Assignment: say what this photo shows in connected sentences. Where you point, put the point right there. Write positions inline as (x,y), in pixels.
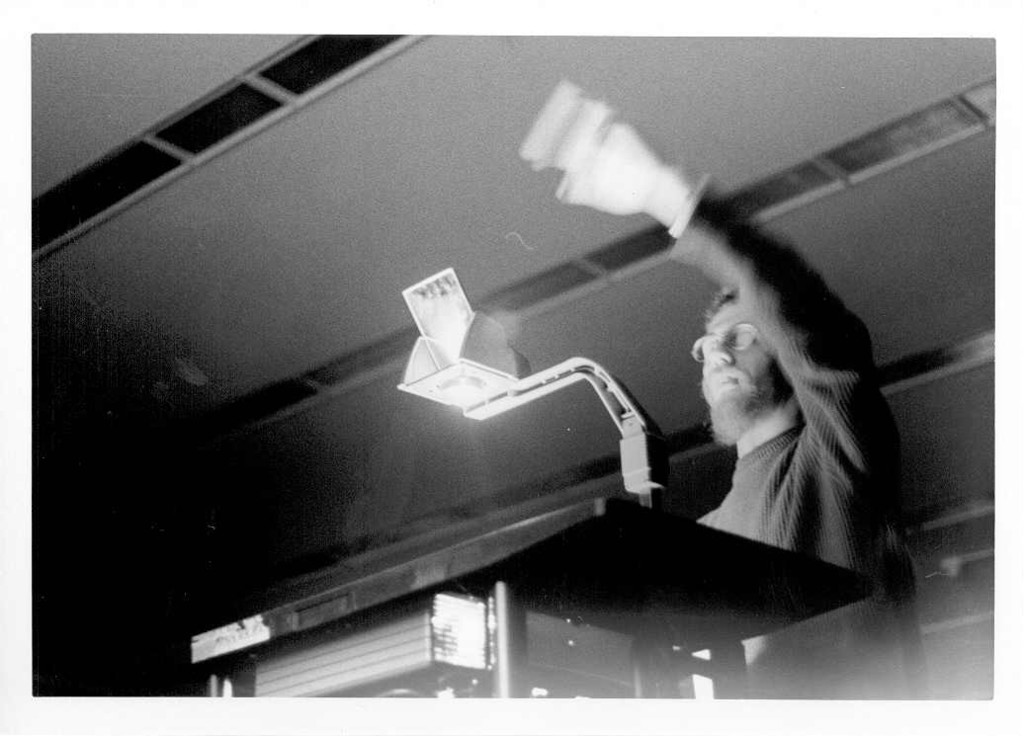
In this image I can see on the right side (787,379) there is a man (826,471) raising his hand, he is wearing a sweater (802,488), spectacles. At the top (381,186) there is the roof (309,222).
